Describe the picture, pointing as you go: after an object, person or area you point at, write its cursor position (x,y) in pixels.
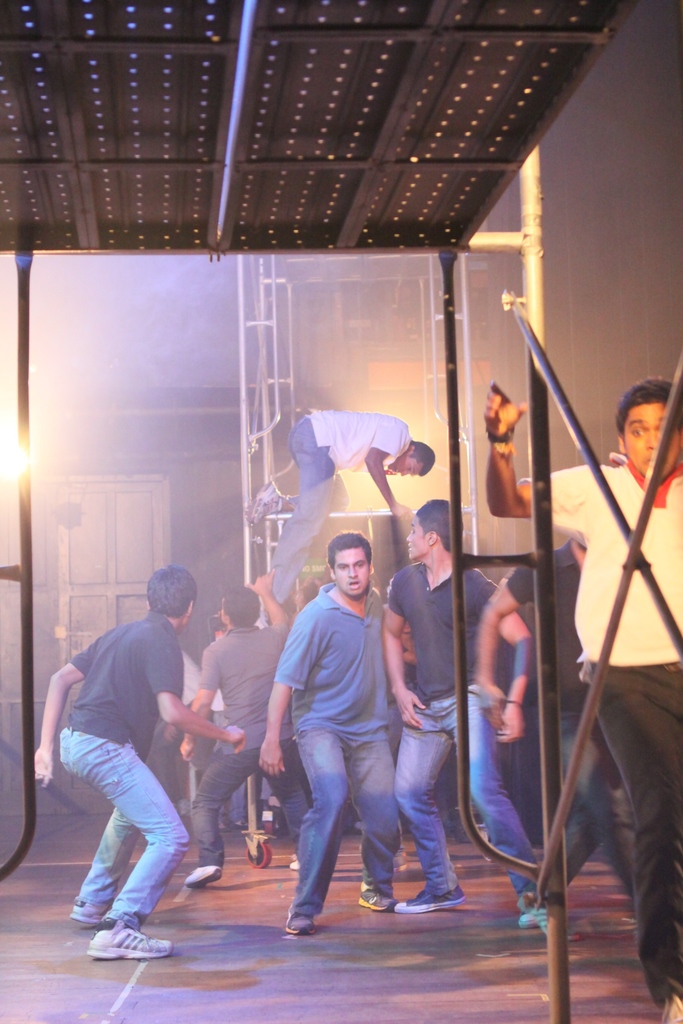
There are people (377,732) in motion and we can see metal object (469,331) with rods (442,317). In the background (131,394) we can see rods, wall (170,352), lights (16,440) and door (134,517).
